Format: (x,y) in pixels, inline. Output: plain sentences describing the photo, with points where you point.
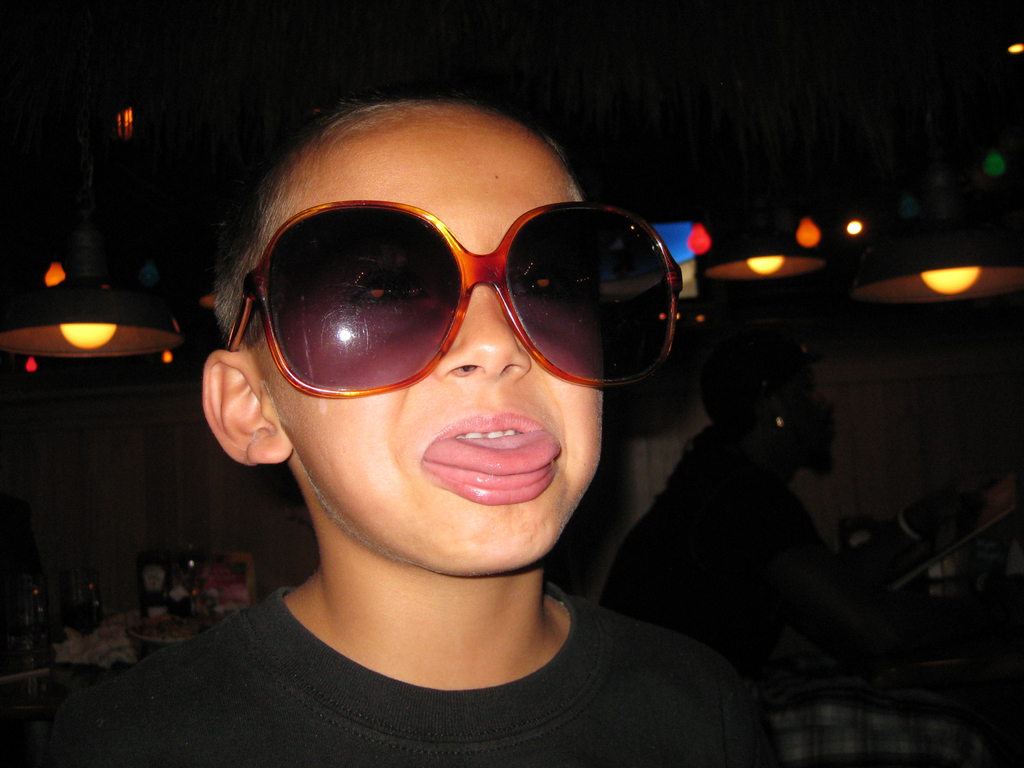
In this image I can see there is a kid (480,344) and is wearing goggles (540,276), there are few persons (798,424) in the background (832,476) and there are few lights (77,306) attached to the ceiling (628,35).
